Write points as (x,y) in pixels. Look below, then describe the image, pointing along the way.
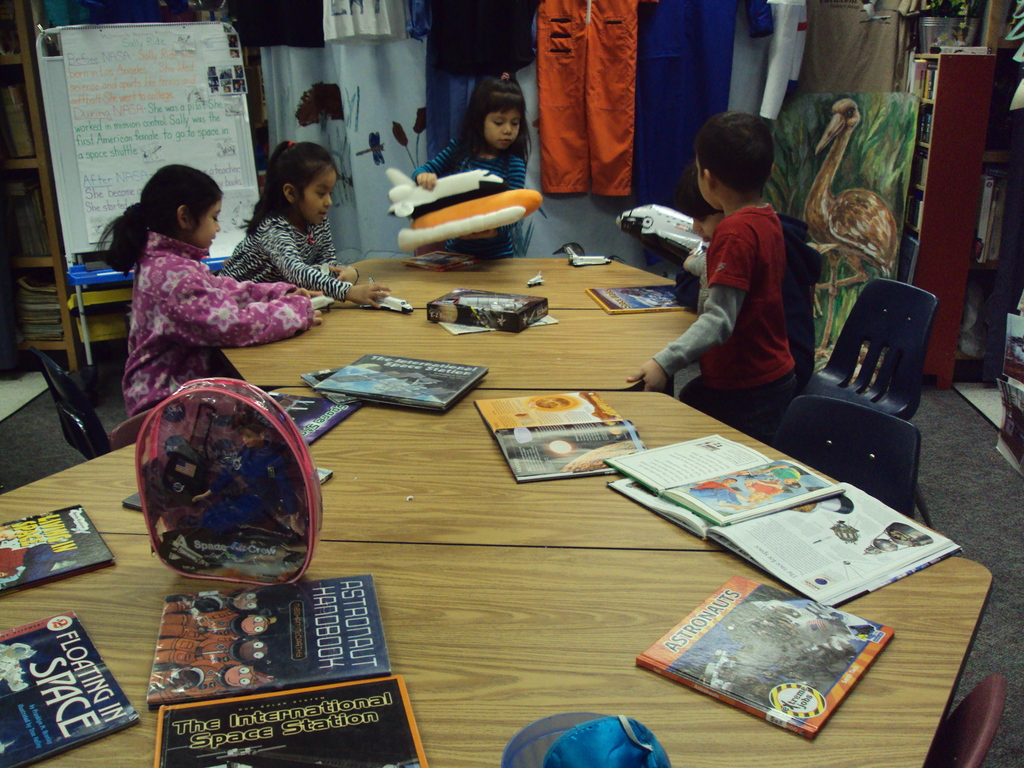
In this image we can see few children (714,217). There are chairs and tables (457,679). On the tables (416,469) there are books (719,533), bag (273,505) and some other items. In the back (129,153) there is a board (118,108) with something written. There is a painting (822,163) on a board (835,202). There are few clothes (536,47). And there is a cupboard (946,152). Also there is another cupboard (939,224) with books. And there are many other items (1010,411).
